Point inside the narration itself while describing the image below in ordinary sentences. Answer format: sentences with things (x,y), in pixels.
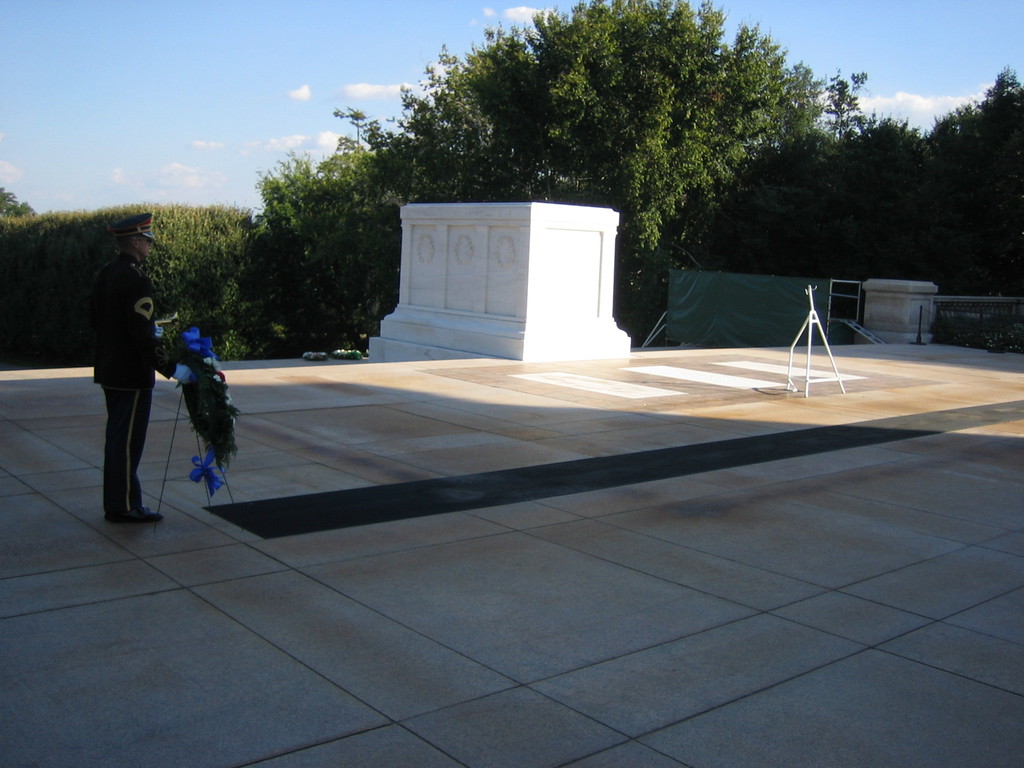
This picture shows a man (133,312) standing and holding a stand (170,459) with flowers (193,407) to it, Man (137,236) wore a cap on his head (140,244) and we see trees (321,206) and a blue cloudy sky (929,32).
